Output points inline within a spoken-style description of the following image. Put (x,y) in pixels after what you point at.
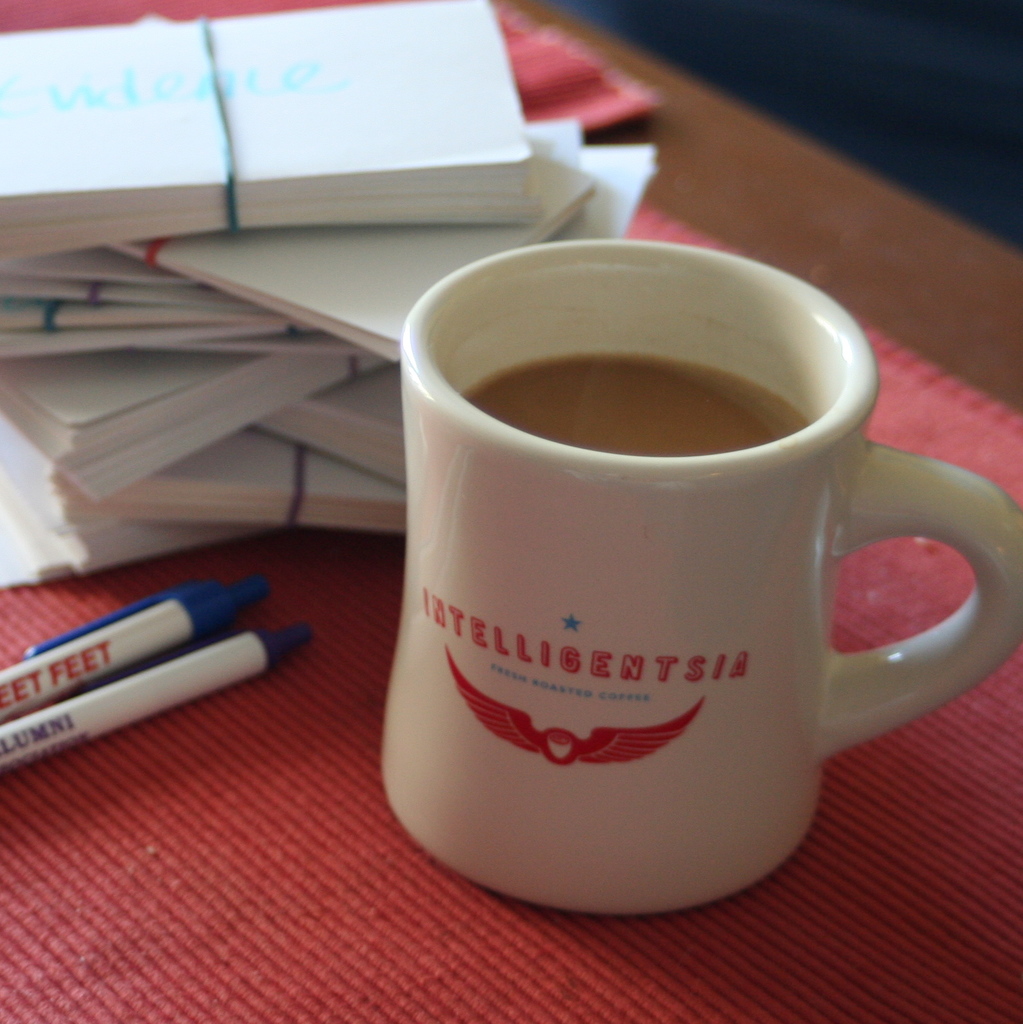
In this image, we can see some paper bundles (181,288). There is a cup (652,250) in the middle of the image (670,553). There are pens (204,678) on the left side of the image (1,704). There is a cloth (265,696) on wooden surface (897,227).
